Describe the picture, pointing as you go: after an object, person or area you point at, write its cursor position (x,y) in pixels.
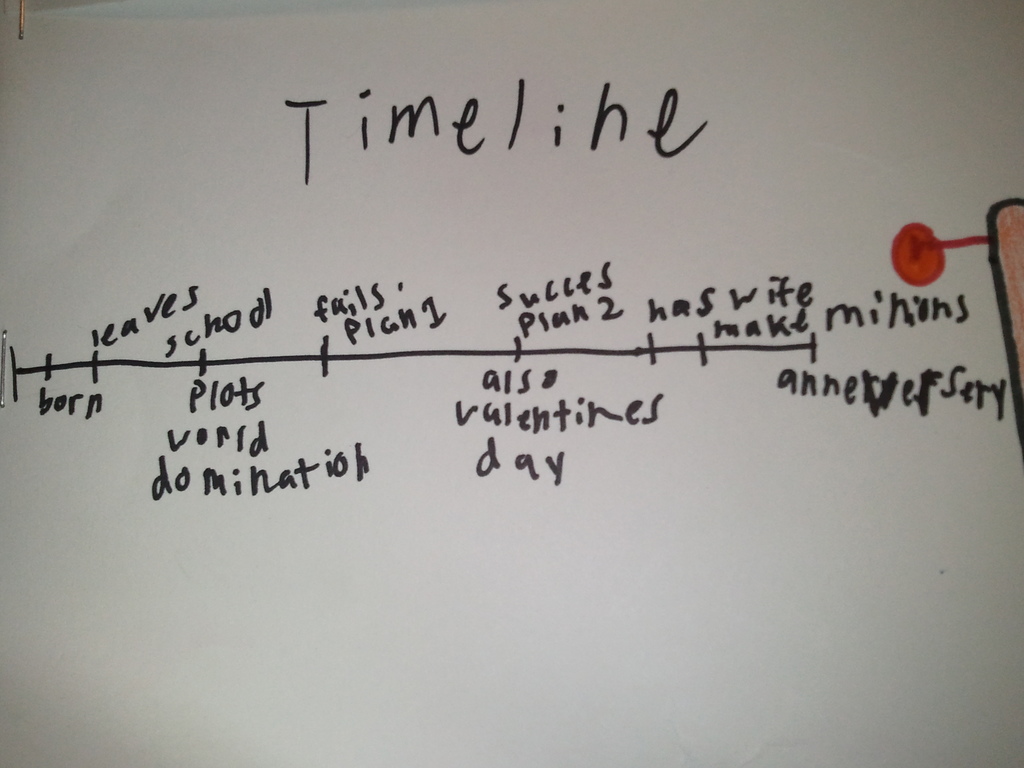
In this image I can see white colour thing (476,283) and on it I can see something is written in black colour. I can also see a red colour dot (905,268) over here.
